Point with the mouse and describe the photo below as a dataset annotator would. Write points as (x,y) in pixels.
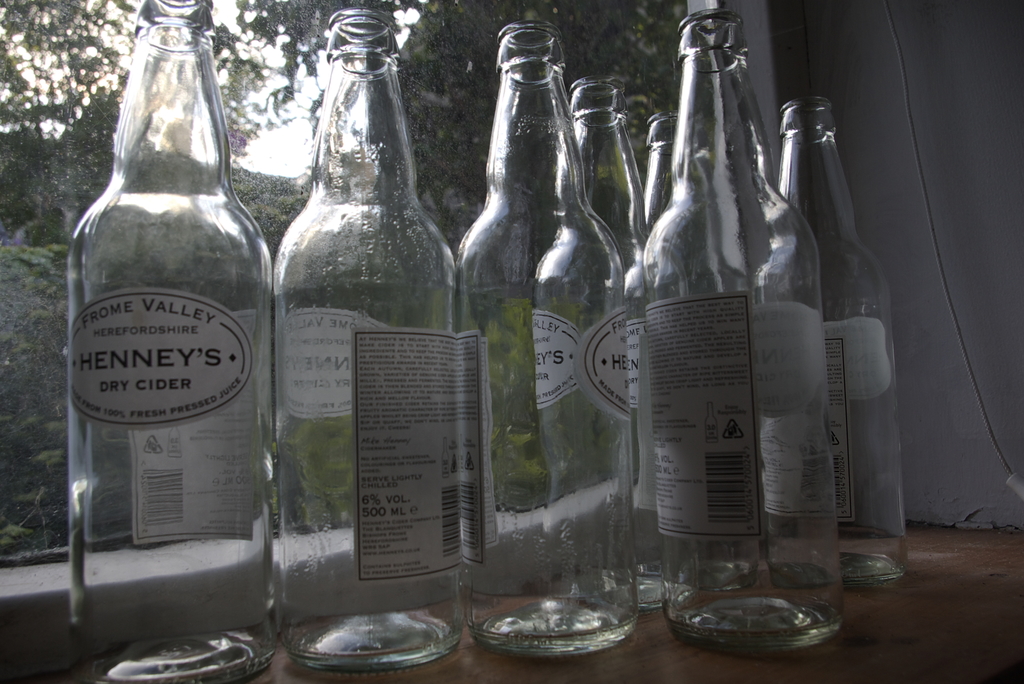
Some empty cider bottles (228,259) are placed beside a window (250,142).
